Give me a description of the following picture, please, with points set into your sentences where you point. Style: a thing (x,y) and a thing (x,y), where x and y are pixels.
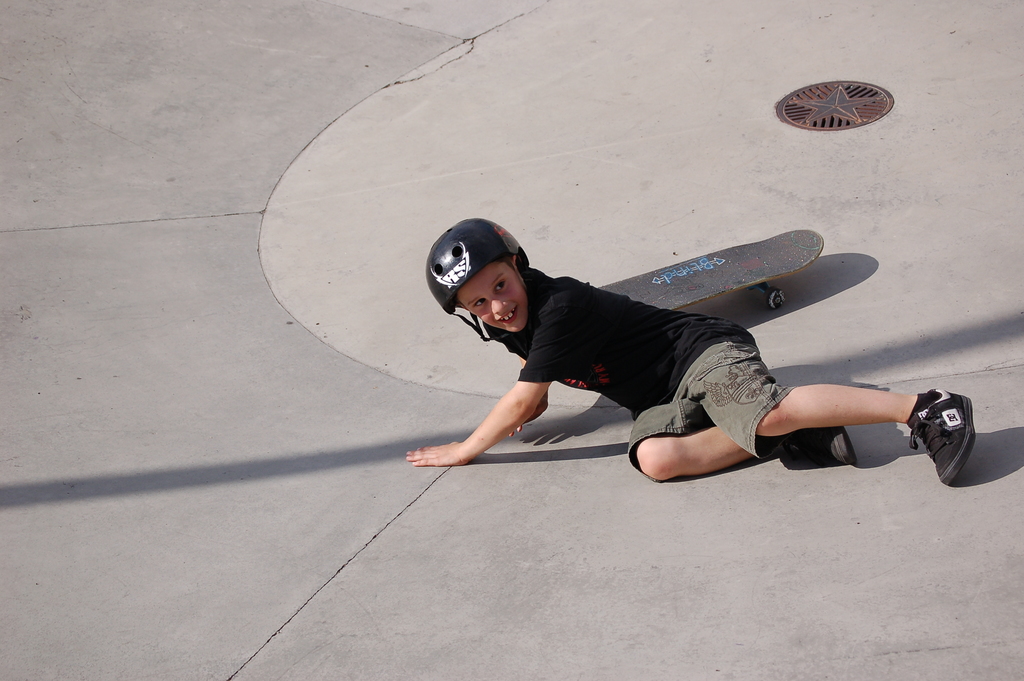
In this picture we can see a kid (662,404) is smiling, he wore a helmet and shoes (920,432), we can see a skateboard (739,277) in the middle (651,284), on the left side (182,486) there is a shadow (154,485) of a pole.
